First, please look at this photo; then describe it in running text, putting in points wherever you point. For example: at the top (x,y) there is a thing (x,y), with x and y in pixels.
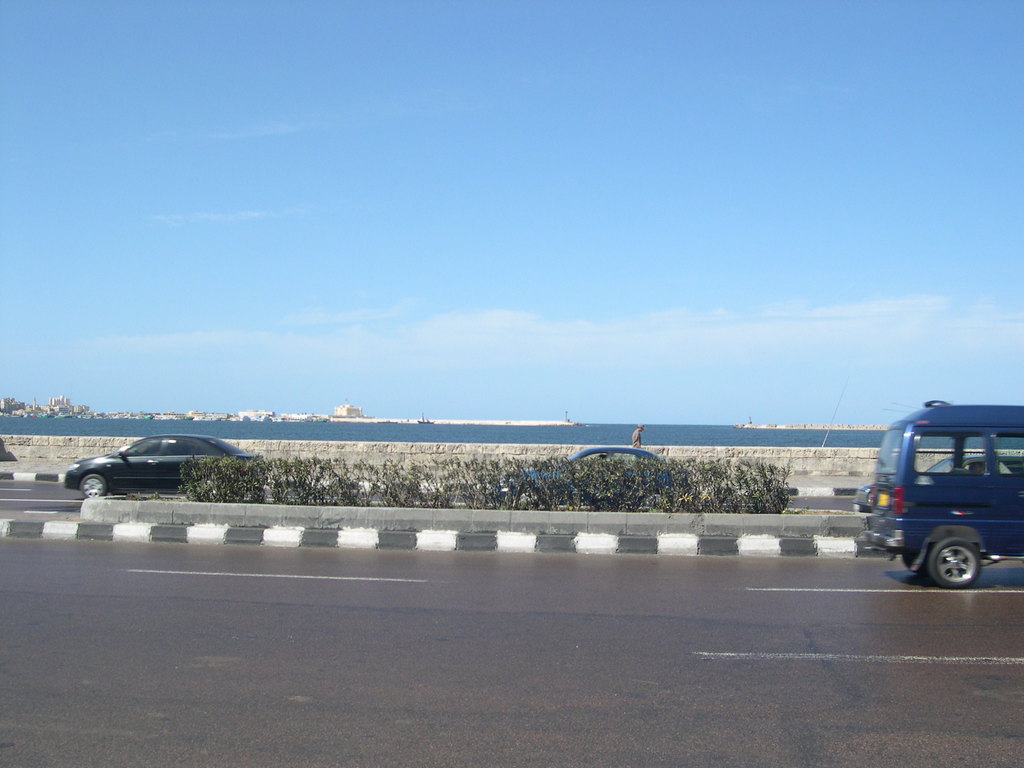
In this image in the center (485,504) there are some vehicles (86,491) and a footpath (662,543), plants (735,495). In the background (554,428) there is a river (554,428) and some buildings (27,406), at the bottom (878,670) there is road (931,627) and at the top of the image (707,169) there is sky (378,340).
